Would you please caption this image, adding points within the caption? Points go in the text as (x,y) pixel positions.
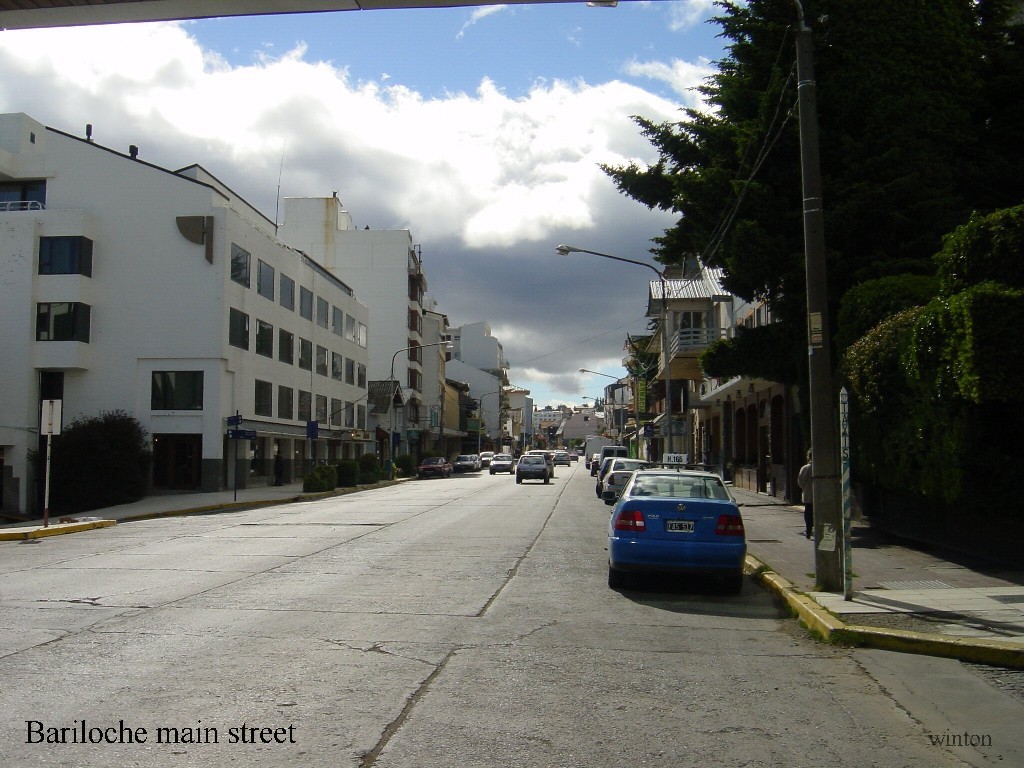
In this picture we can see a few vehicles (669,516) on the road (561,573). There is a text (174,738) on the left side (30,738). We can see street lights (566,253), trees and buildings (696,359) in the background (316,253). Sky (448,151) is blue in color.
